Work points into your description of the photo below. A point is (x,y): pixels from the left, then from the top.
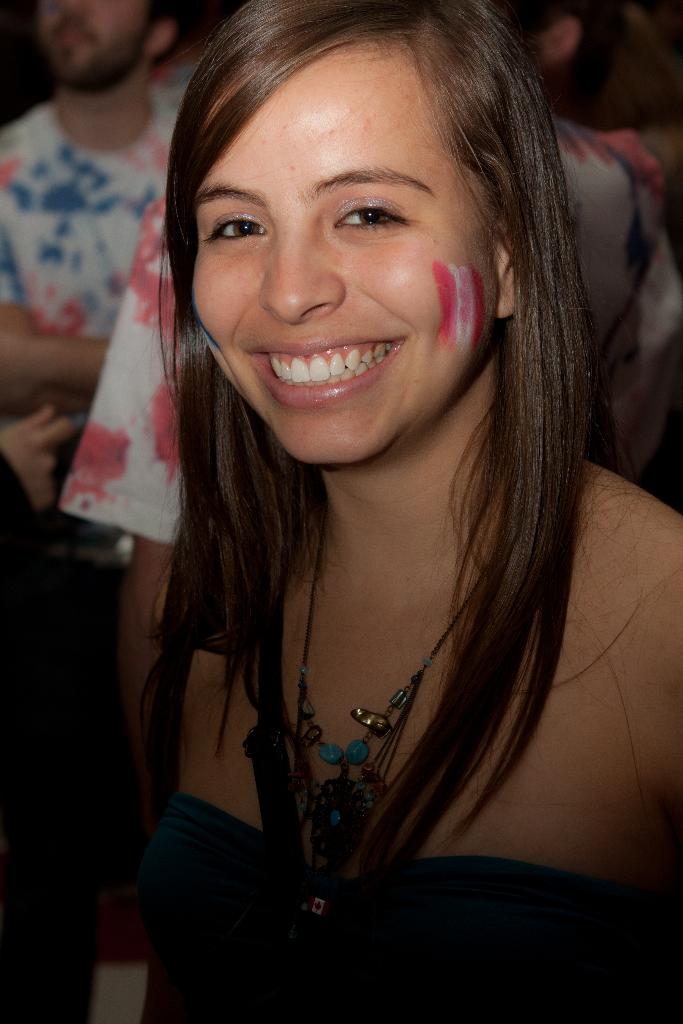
In this picture we can see a woman (349,541), behind we can see few persons (83,270).
